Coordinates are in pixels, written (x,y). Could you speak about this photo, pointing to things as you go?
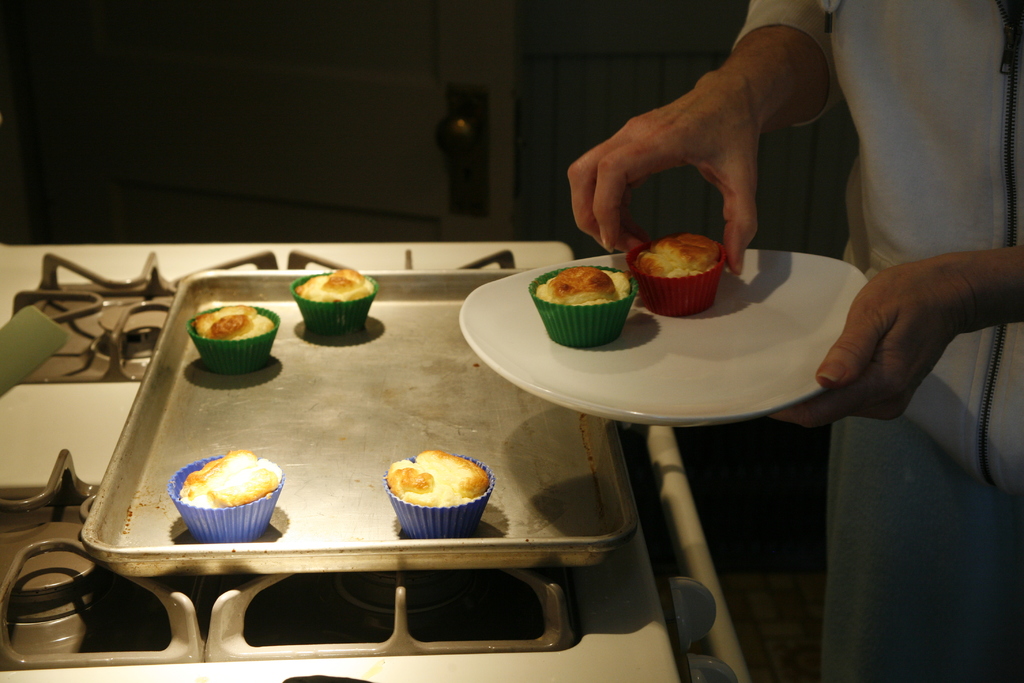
In this image I can see a person (1004,39) holding the cupcake (690,269) and plate (812,344). I can see few cupcakes (463,469) on the tray (381,392). The tray (167,398) is on the stove (106,412). Background (569,73) is dark.
